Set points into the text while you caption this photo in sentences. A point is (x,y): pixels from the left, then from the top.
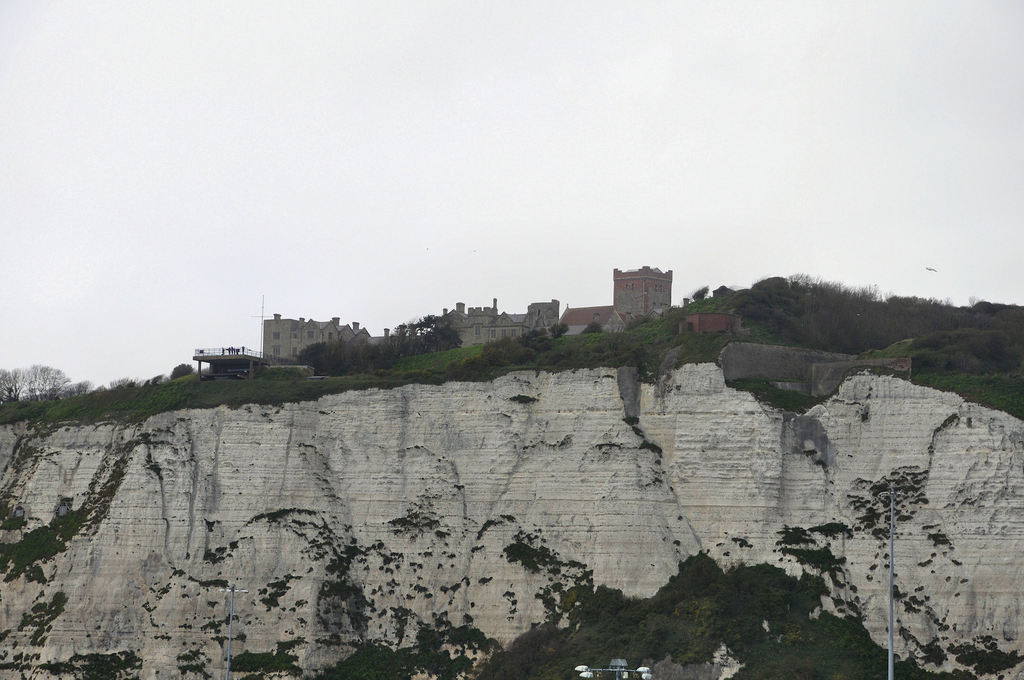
In this image I can see a hill (398,525). On the top of the hill (410,359) there are some plants (181,386) and buildings (642,287). At the bottom of the image (891,641) I can see two poles (890,609). On the top (334,137) I can see the sky (158,123).
